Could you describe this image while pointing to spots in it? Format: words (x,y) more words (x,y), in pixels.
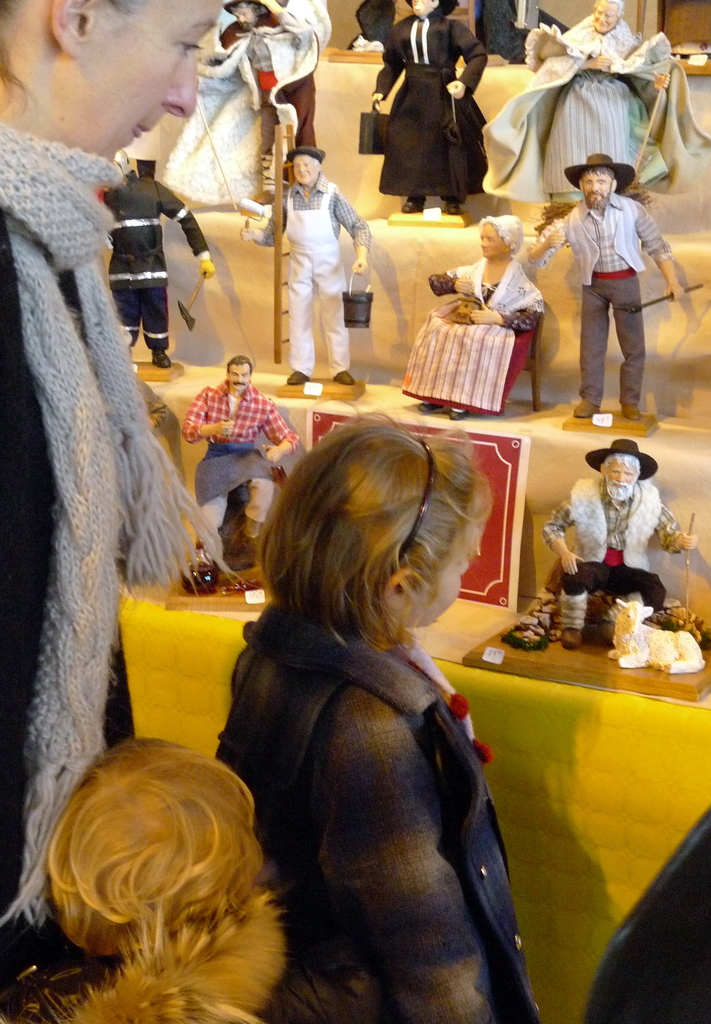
In this image I can see group of people (95,787). In front (326,777) the person (332,767) is wearing gray color jacket (402,768), background (600,197) I can see few toys (236,451) on the stairs (341,125), I can also see a red color board (496,487) on the stair (536,434).
